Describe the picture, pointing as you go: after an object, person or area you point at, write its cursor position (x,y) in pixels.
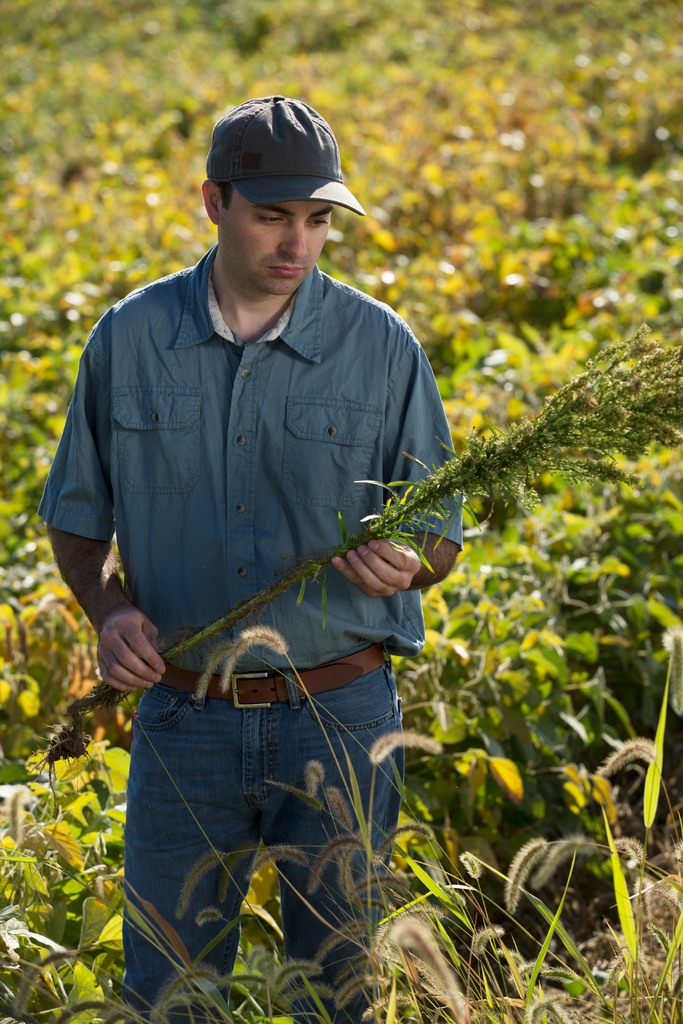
In this picture we can see a man (308,596) wore shirt (195,409), cap (268,135) on his head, belt (332,683). He is holding a plant (628,409) in his hands (164,662) and in background (474,188) we can see field (200,94) with plants (483,201).
